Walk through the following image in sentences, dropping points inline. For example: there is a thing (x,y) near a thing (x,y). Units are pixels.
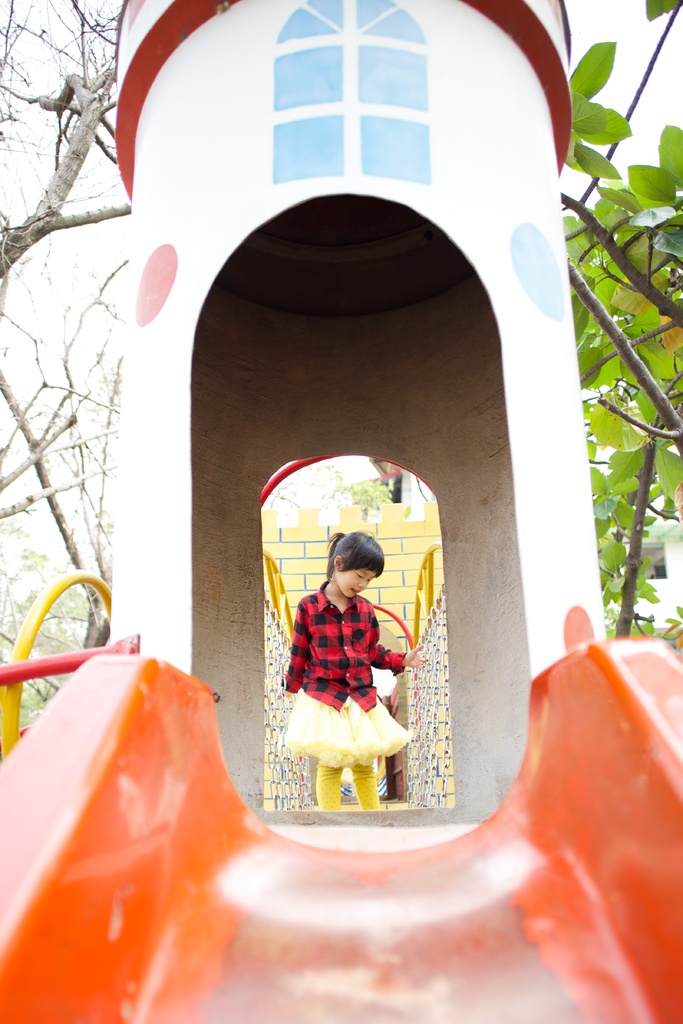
In this image we can see a girl (350,572). In the foreground of the image (51,969) there is a slide (121,1009). In the background of the image (592,323) there are trees (599,63).
